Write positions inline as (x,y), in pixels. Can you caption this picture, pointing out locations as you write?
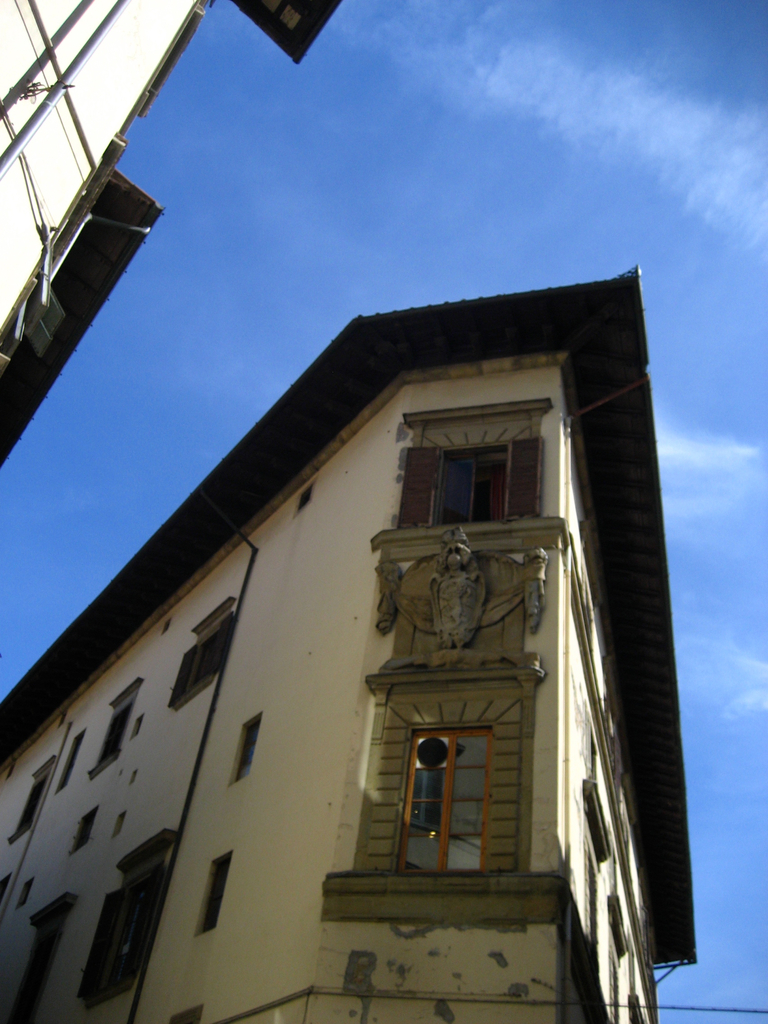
In the image we can see some buildings (49,100). At the top of the image (735,190) there are some clouds (437,0) in the sky (316,72).
